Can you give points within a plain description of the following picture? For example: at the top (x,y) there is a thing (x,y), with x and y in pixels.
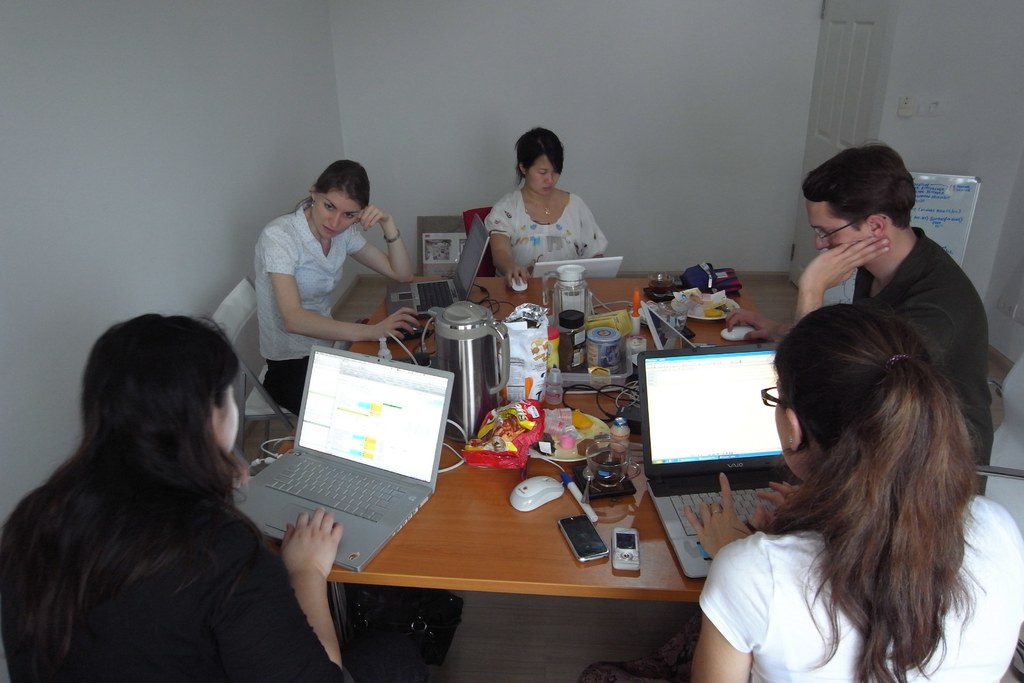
Here we can see a group of people (394,261) sitting on chairs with table (644,480) in front of them and each of them is having laptops (474,262) in front of them and there is food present on table (647,503) and so many things (561,320) are present on table (599,506).
